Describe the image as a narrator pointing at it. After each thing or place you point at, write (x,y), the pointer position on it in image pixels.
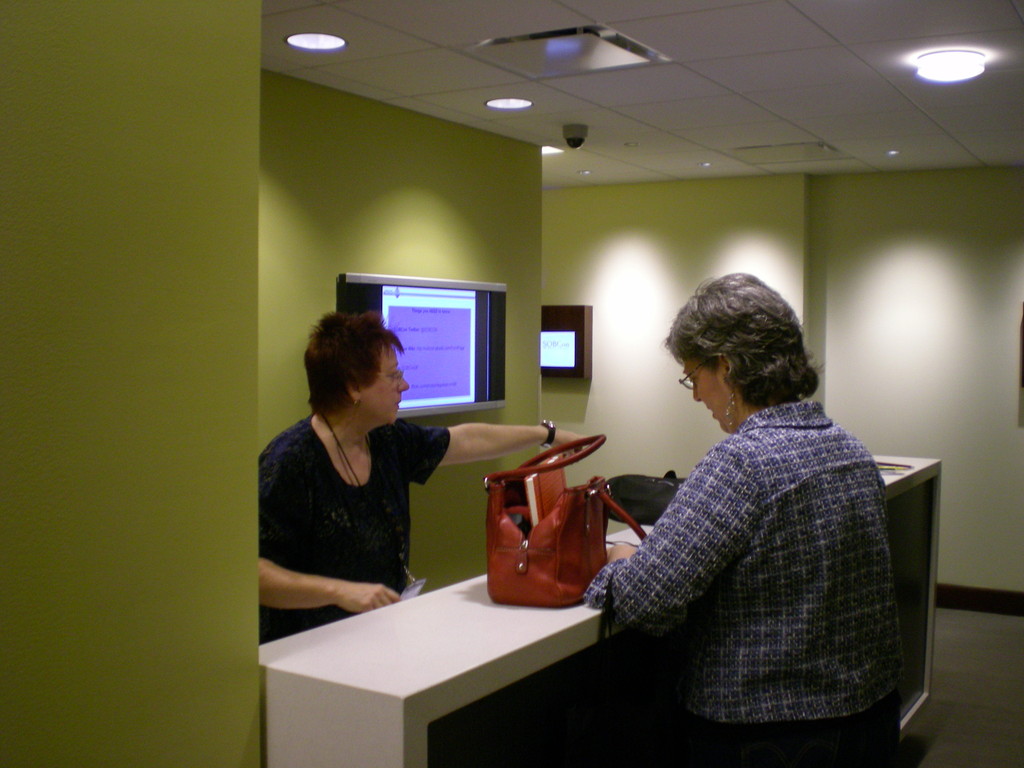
Here we can see two women (750,619) standing in front of a table (478,641) and on the table (496,642) we can see bags (594,537). Here we can see screens (542,338) over a wall (776,262). This is ceiling (699,85), light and camera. This is a floor (950,679).
